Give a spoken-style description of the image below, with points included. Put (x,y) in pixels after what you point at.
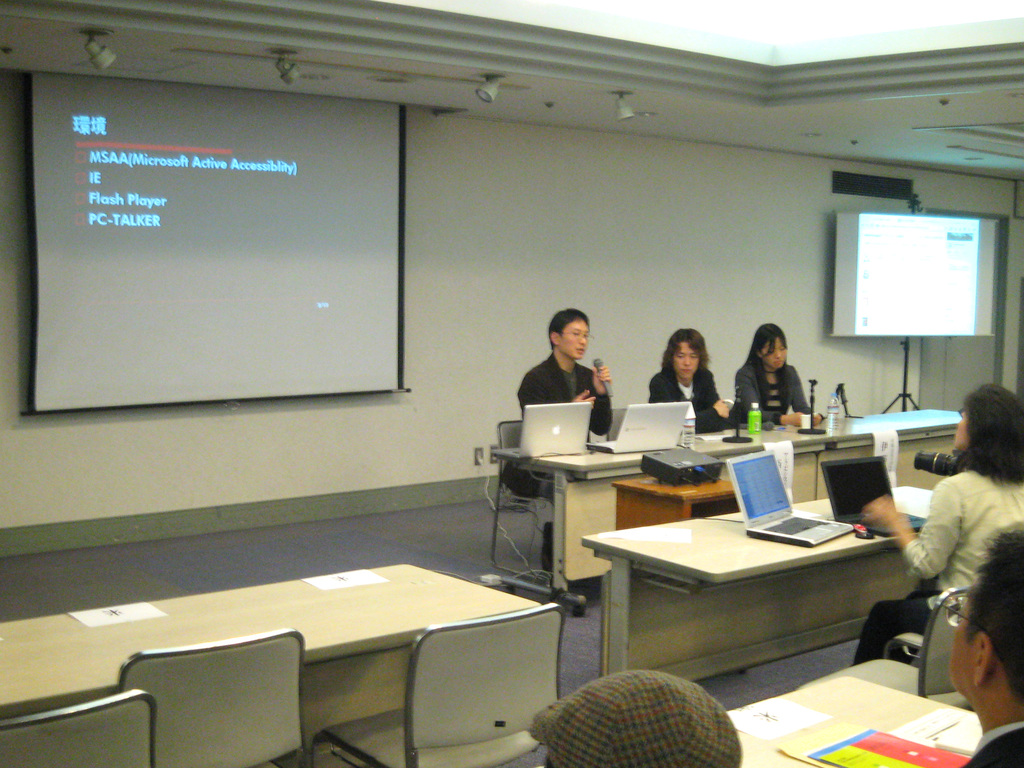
The picture is clicked in a room (533,516), in the room (562,523) there are tables (381,586) and chairs (523,636). In the center (534,380) there are three persons (767,414) sitting besides a table (756,444) and facing forward. Towards the right corner (1013,495) there are two persons (1021,691) sitting on chairs (923,657) are facing backwards. In the background (226,174) there is a wall (466,193) and a screen (253,184).
